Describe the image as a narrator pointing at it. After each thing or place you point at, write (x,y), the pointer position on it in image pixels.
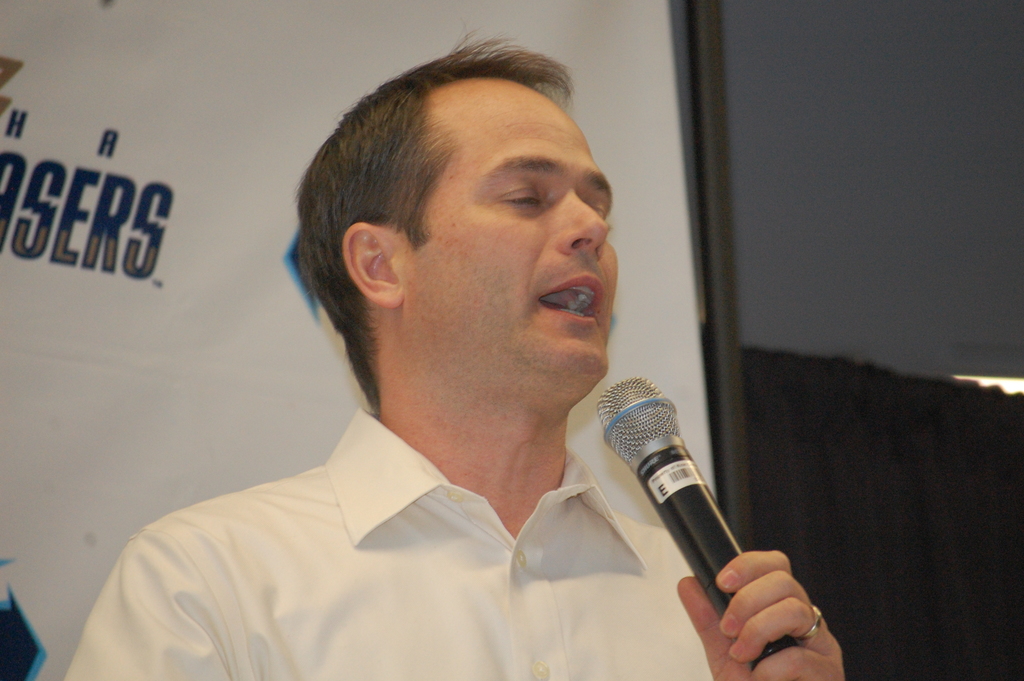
In this image we can see a man (627,662) in the center (577,406). He is holding a microphone (762,658) in his hand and he is speaking.
